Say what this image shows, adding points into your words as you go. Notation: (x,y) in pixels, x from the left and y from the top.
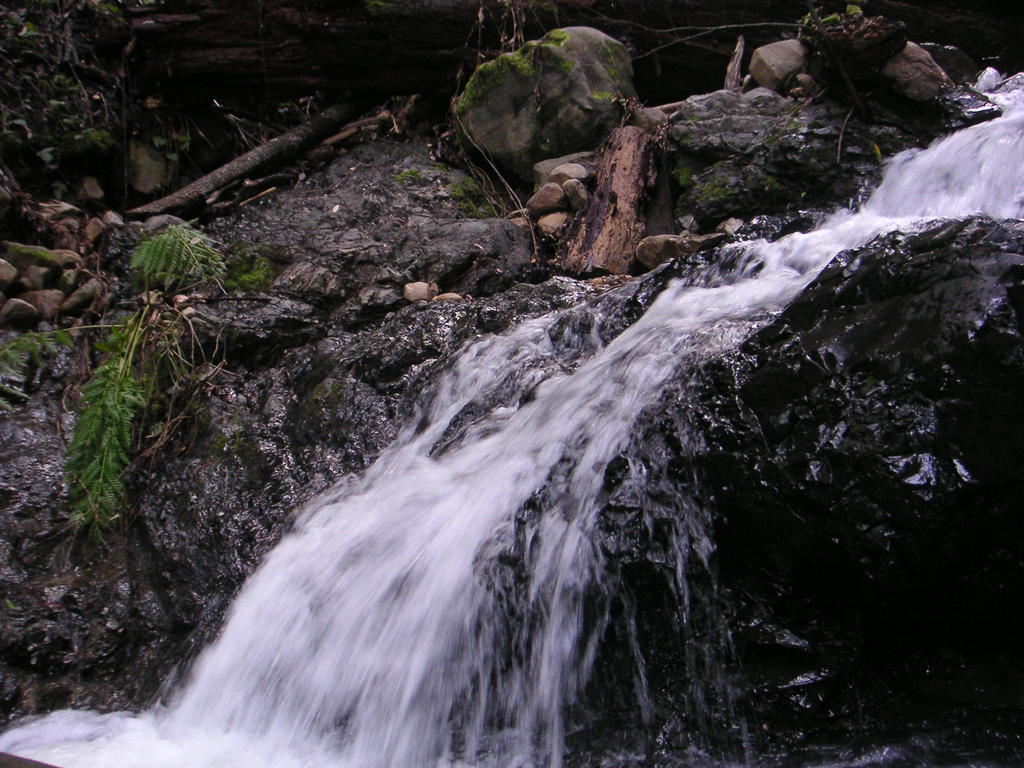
In this image we can see the waterfall (496,440). We can also see some plants (140,374), stones (561,214), wooden pieces (621,151) and the rock (344,338).
